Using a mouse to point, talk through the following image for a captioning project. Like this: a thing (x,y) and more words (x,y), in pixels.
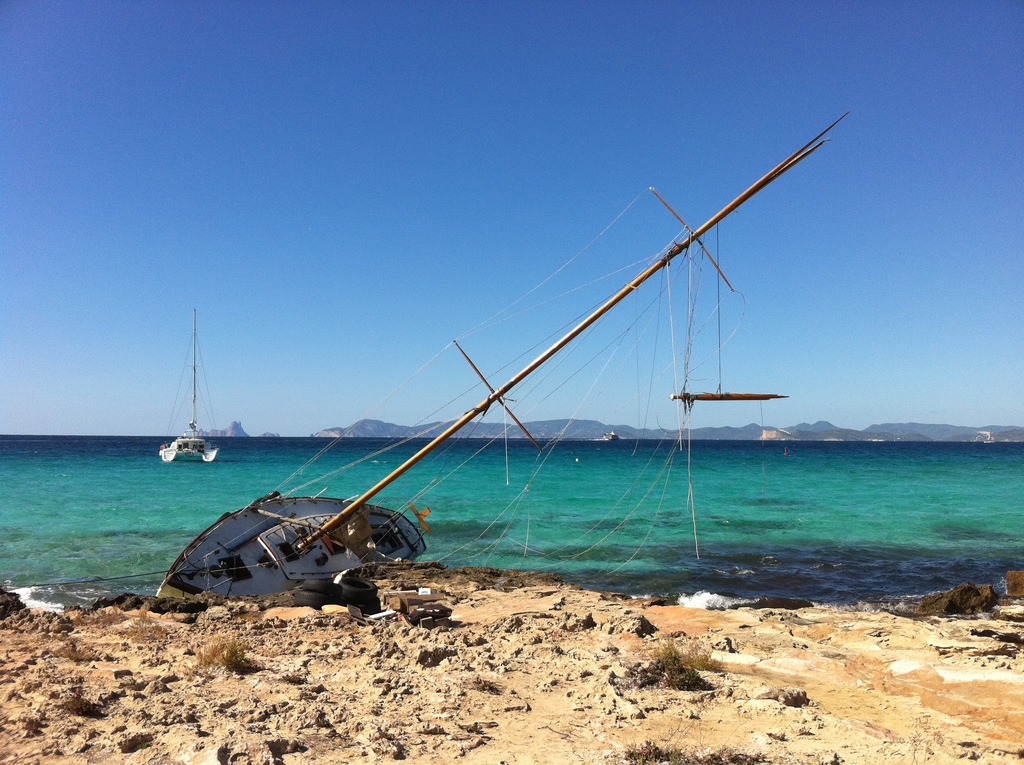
On the left side of the image (246,576) we can see boats (210,544) are present. In the background of the image (617,484) we can see water (807,484), mountains (863,432) are there. At the bottom of the image (535,705) ground (548,575) is present. At the top of the image (525,154) sky (536,142) is there.
